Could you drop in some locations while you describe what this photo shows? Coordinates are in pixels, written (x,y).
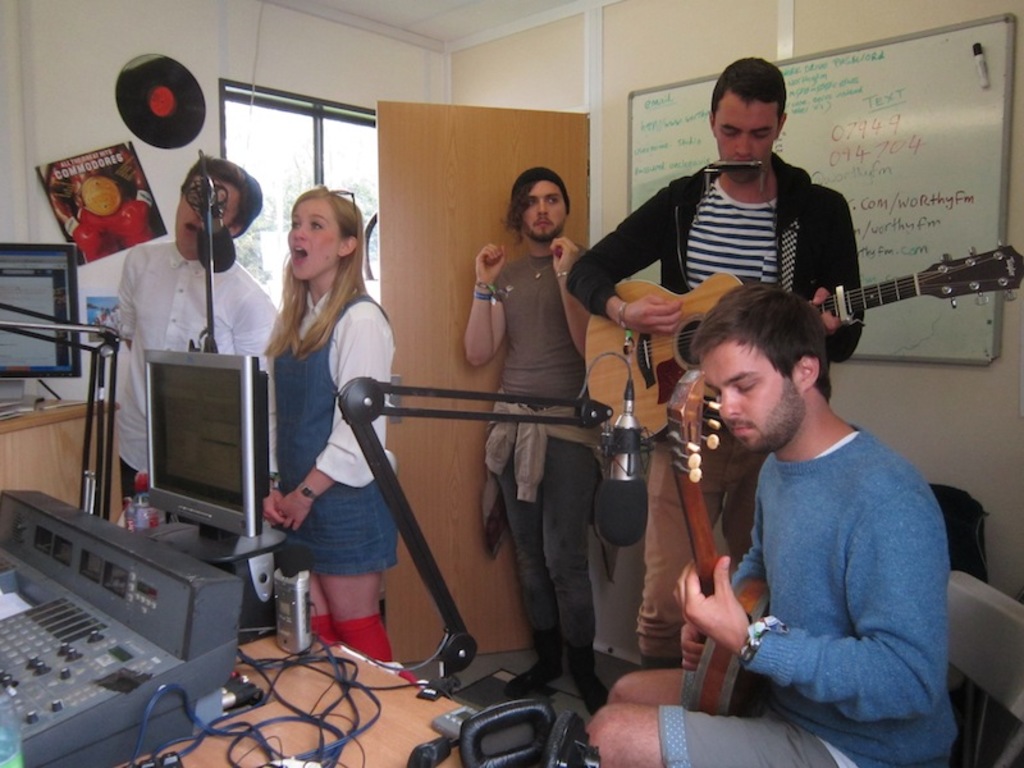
The image is inside the room (444,430). In the image there are group of people (527,403) on right side (884,498) there is a man (901,581) sitting on chair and playing a musical instrument (702,661) and we can also see a black color shirt man (642,242) standing and playing a guitar (836,301). In middle (560,303) there is a man (549,263) standing on left side (294,291) also two people (231,297) men (230,297) and women (302,314) are standing in front of a table (273,673). On table (295,674) we can see a monitor (204,472), wires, headset (502,743). In background (88,95) there is a white color wall (158,200) and a window (254,151) which is closed.
